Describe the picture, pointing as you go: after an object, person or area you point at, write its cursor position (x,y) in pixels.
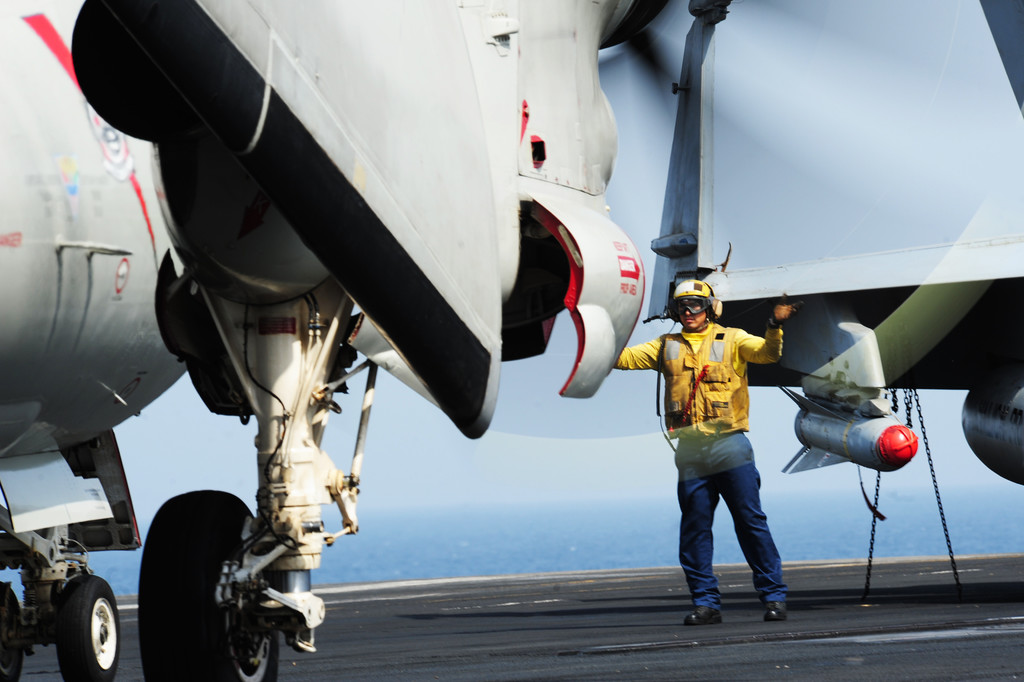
In the picture we can see under the plane (297,516) with wheels (111,593) which are fixed to it and a man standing with yellow dress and helmet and behind him we can see a sky (673,483).
